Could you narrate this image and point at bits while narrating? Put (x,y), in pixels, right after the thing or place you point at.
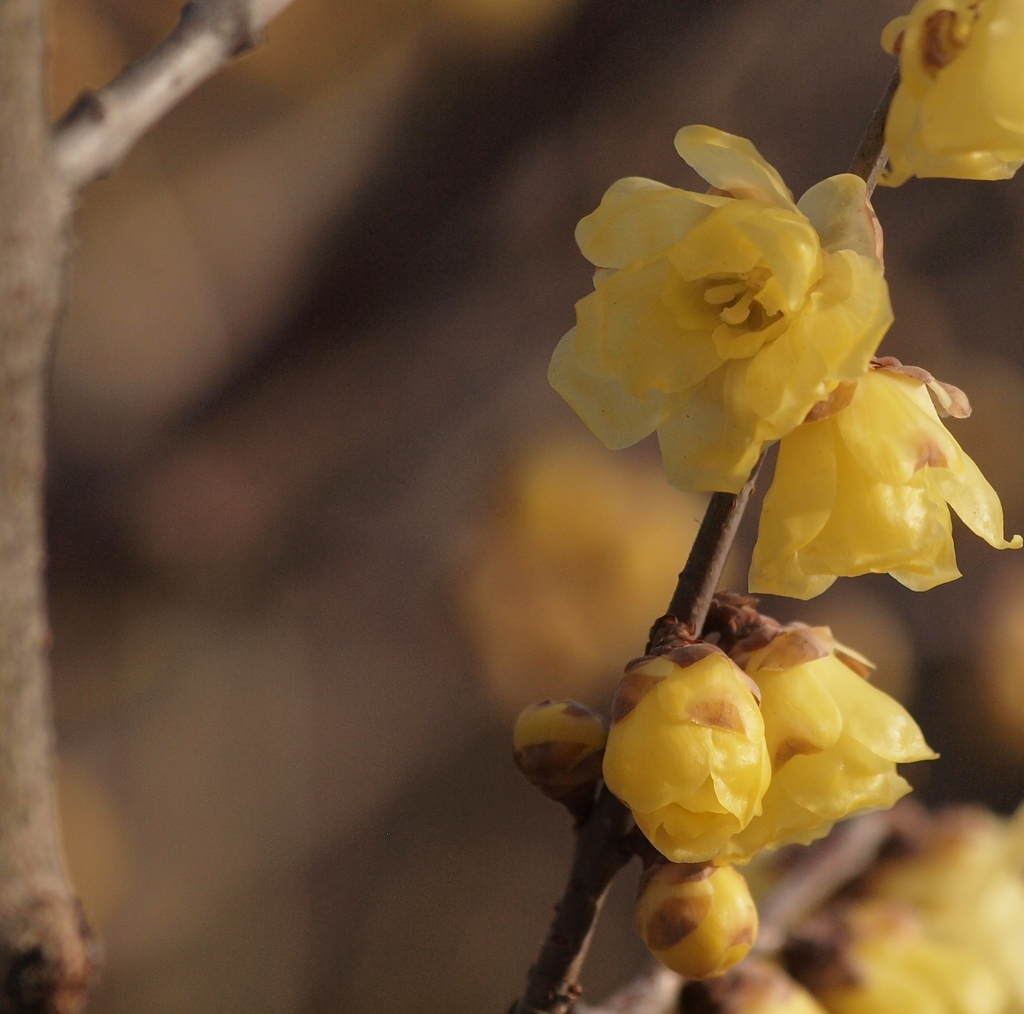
In this image I can see few yellow colour flowers (588,719) in the front (669,729) and in the background (73,139) I can see a stick (78,170) and I can see this image is blurry in the background (875,997).
